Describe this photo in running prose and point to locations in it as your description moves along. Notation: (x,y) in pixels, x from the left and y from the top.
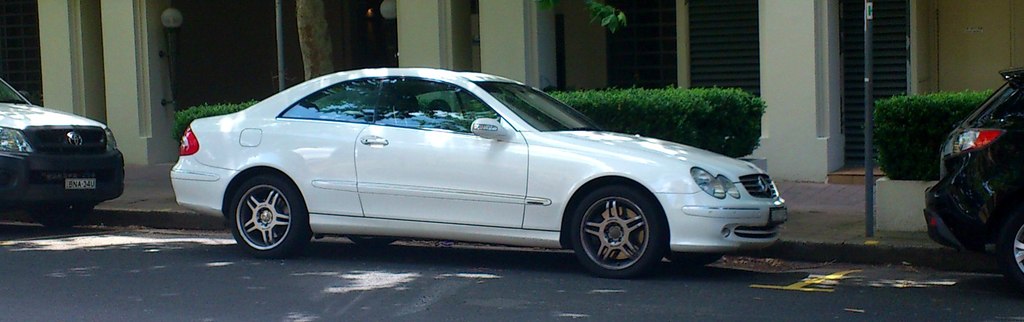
In this image there are three cars (496,179) in the center (601,177) and at the bottom (332,301) there is road (54,283), in the background (353,39) there are some houses (700,42), poles (868,35), plants (652,102) and some lights (387,9) and windows (844,71) and there is a pavement (148,196).
